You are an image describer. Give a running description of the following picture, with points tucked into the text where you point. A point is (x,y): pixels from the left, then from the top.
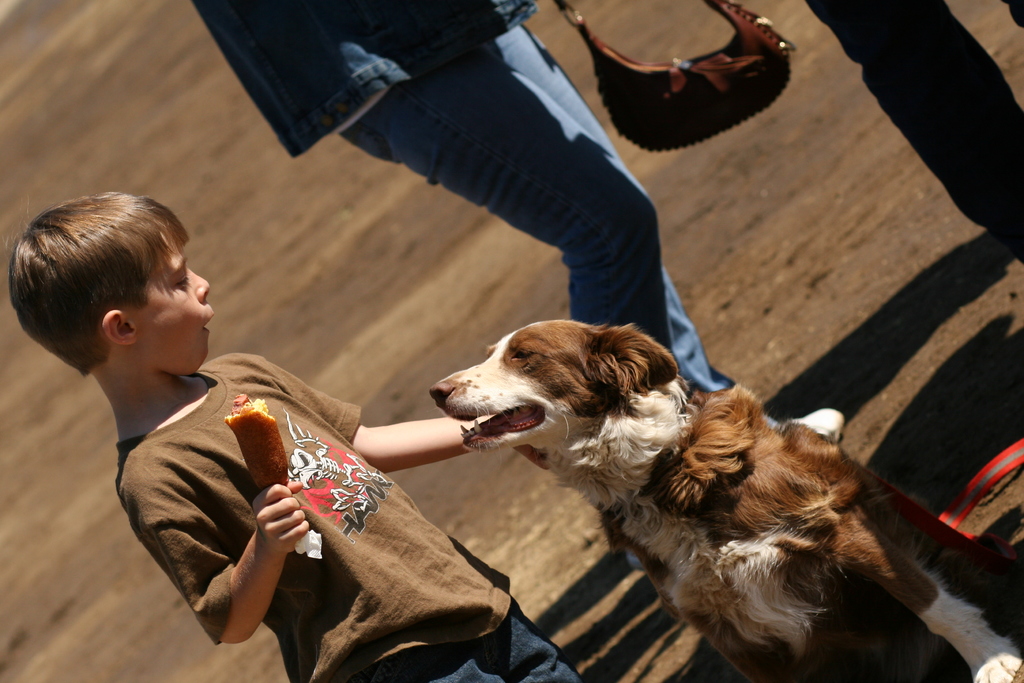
Here we can see a child (104,302) with a dog (658,511) in front of him and he is holding something (253,404) in his hand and behind him we can see a person (437,100) standing and there is a bag (697,93) present.
